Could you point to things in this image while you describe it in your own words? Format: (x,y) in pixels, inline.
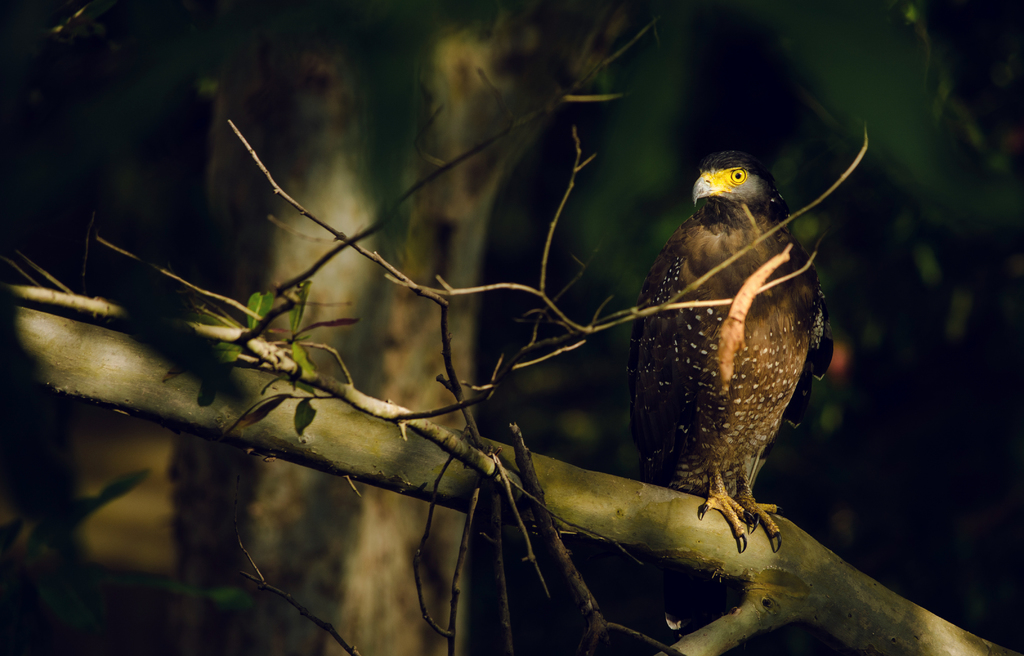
In this picture there is a bird (753,458) who is standing on the branch (339,408). On the left (310,373) we can see green leaves (262,414). In the background (354,313) we can see the tree (480,171).
